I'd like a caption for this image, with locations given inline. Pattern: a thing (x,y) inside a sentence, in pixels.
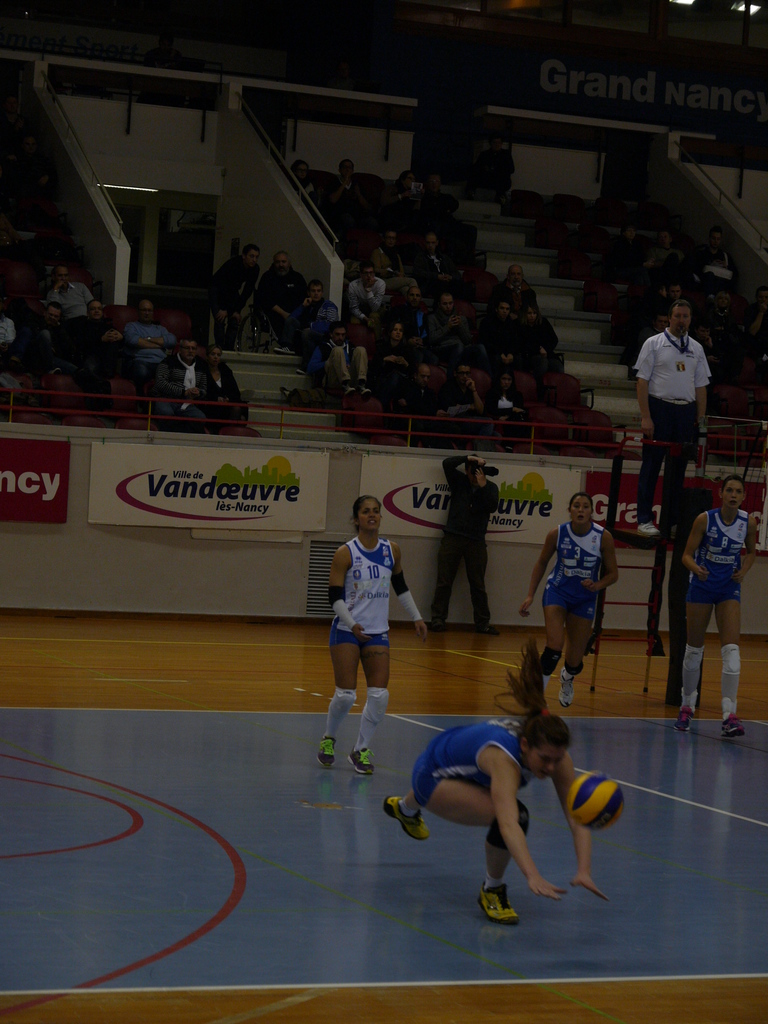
In this image, we can see few people (550,618) are playing a game with a ball (600,802). Background we can see a group of people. Few are sitting and standing. Here a person (484,493) is holding a camera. On the wall (197,558), we can see few banners (287,506).
